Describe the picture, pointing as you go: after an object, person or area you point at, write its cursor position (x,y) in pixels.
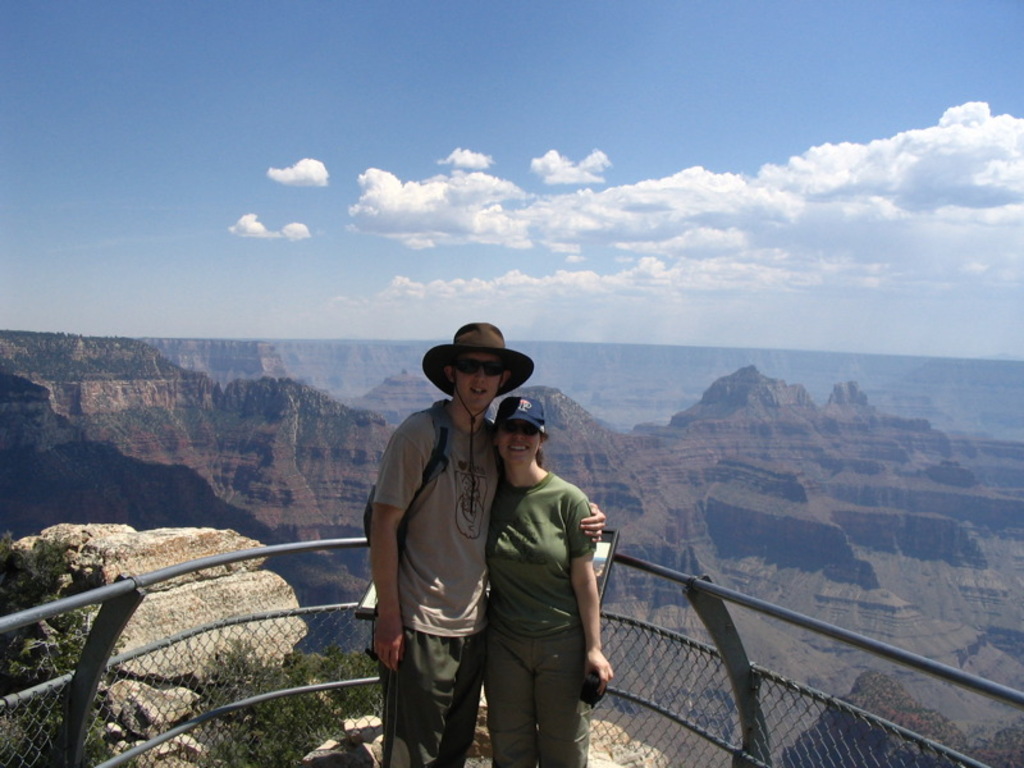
In this picture we can see one man (459,540) and woman (516,500) standing in front of the fence (685,743) and posing for a picture, back side we can see so many hills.
